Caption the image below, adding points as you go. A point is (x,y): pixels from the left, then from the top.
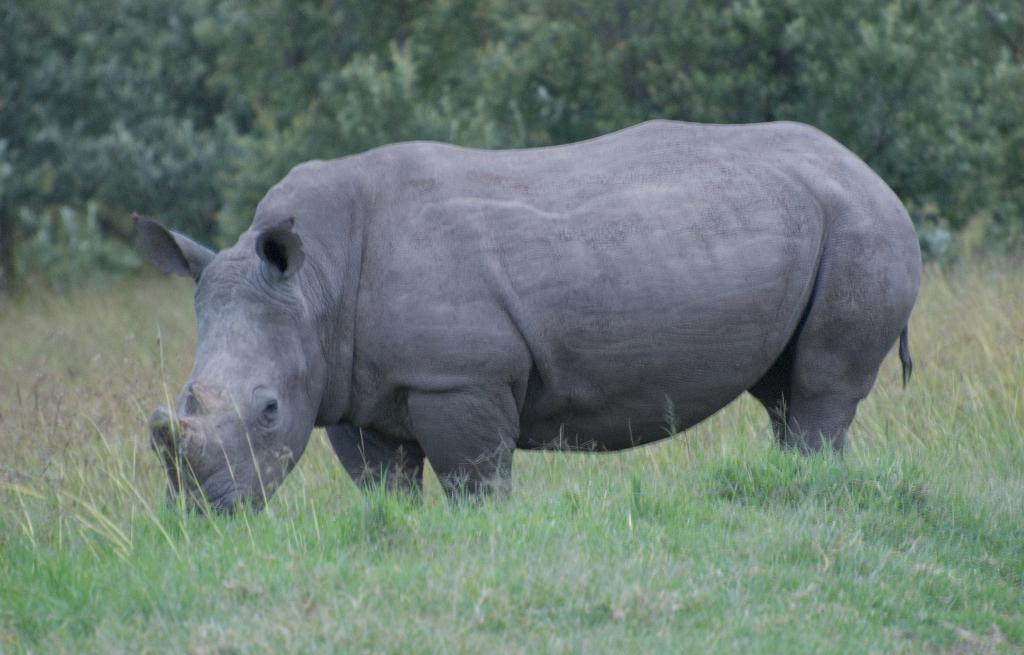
In this image I can see an animal (556,240) which is grey and ash in color is standing on the ground (572,513). I can see some grass (506,545) on the ground (479,528) and few trees (321,118) which are green in color in the background (615,72).
